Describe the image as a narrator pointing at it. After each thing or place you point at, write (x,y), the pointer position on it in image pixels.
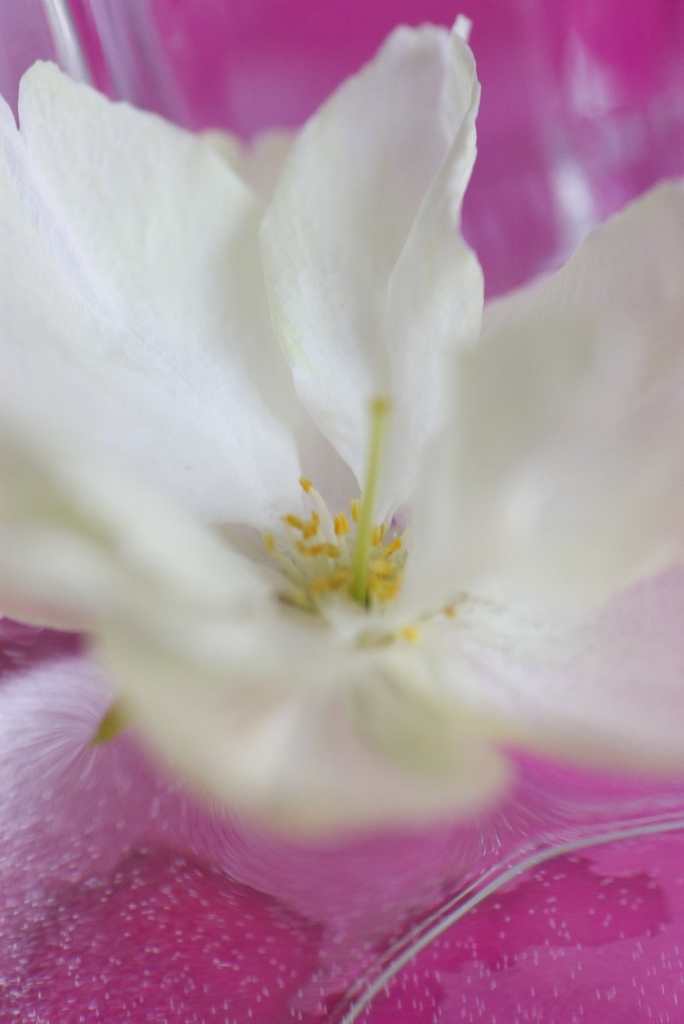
In this image I can see a flower (211,414) which is white, yellow and green in color and in the background (90,718) I can see a pink colored object (459,848).
